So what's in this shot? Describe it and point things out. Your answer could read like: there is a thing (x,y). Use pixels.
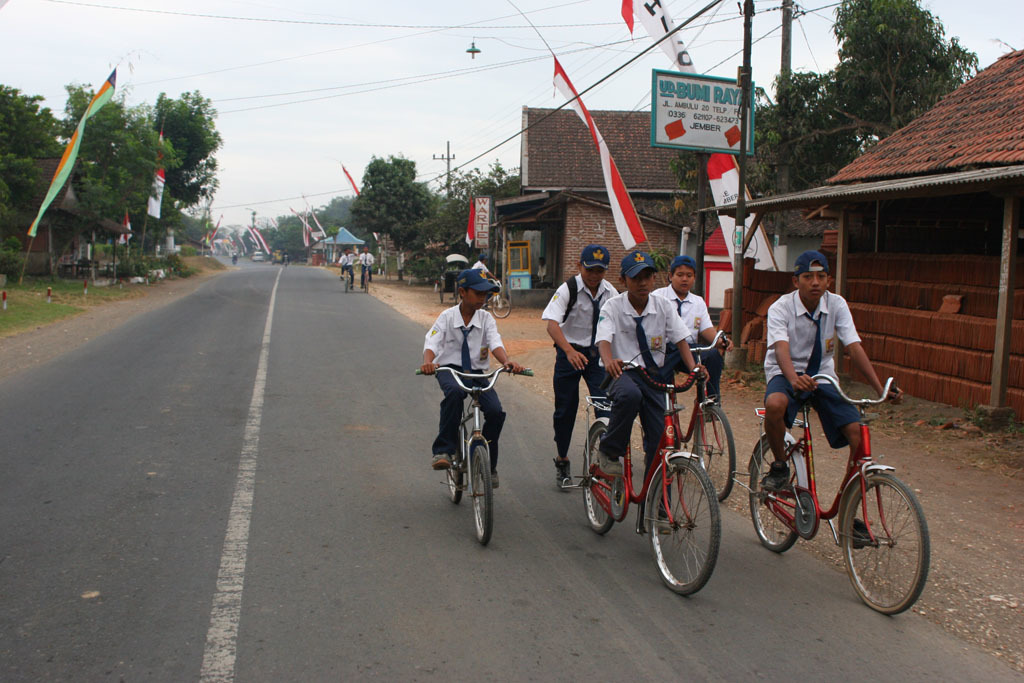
In this image there is the sky (327,115) truncated towards the top of the image (373,120), there are trees (82,184) truncated towards the left of the image (98,156), there are flags (558,72), there are poles (749,90) truncated towards the top of the image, there is a tree (795,146) truncated towards the top of the image (864,49), there are wires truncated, there is the road (276,433) truncated towards the bottom of the image (209,475), there are group of persons (595,338), there are bicycles (868,510), there are vehicles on the road (425,390), there is a building (941,243) truncated towards the right of the image (940,122), there is a board (720,120), there is text (711,107) on the board (718,139).
